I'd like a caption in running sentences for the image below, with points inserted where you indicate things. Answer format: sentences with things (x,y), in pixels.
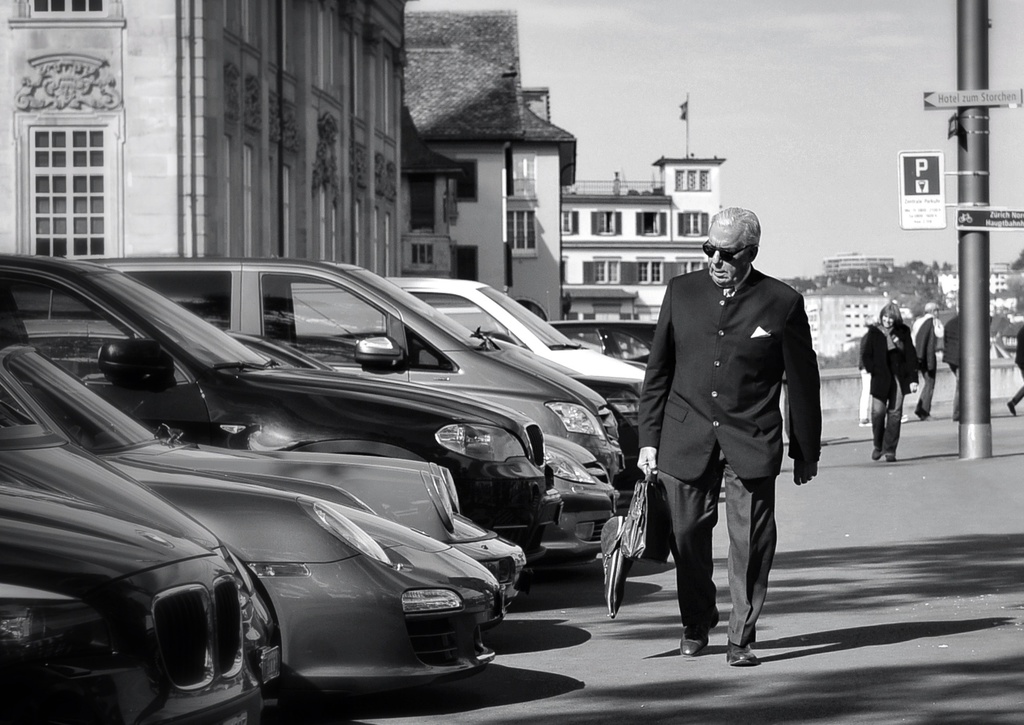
It is a black and white image, there are few people (871,337) walking on the road (630,609) and in the left side (229,547) a lot of cars (311,514) are parked in a row and behind the cars (505,455) there are many buildings (565,219).
